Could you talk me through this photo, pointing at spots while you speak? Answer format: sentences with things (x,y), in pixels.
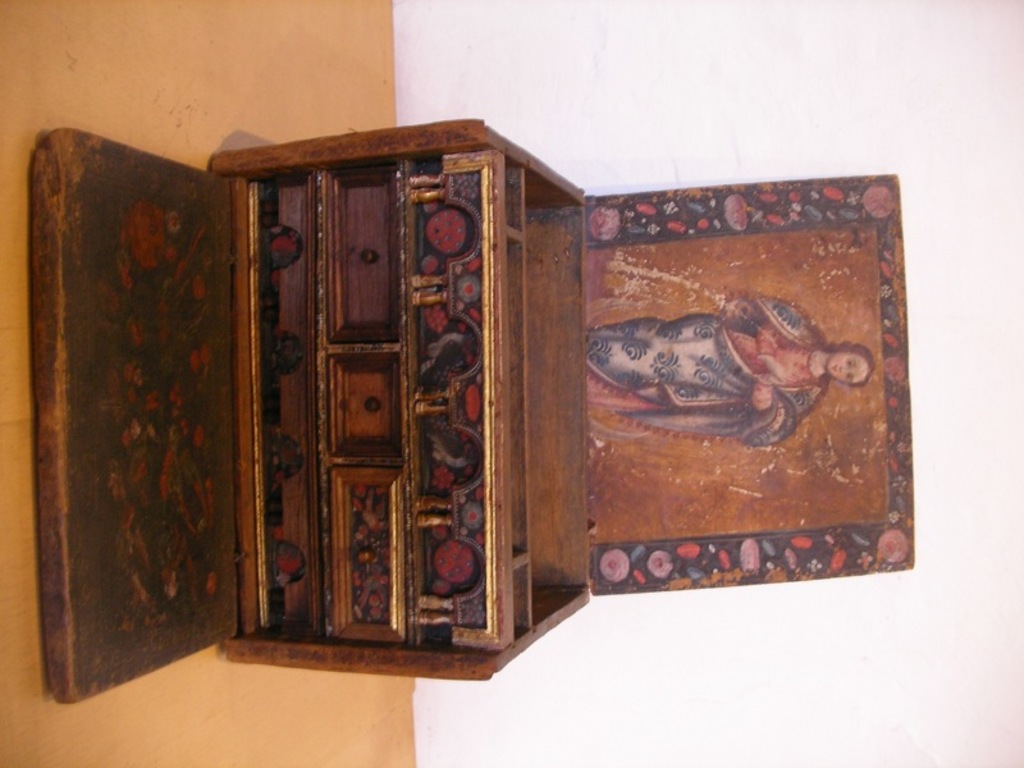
In the center of the image (424,348), we can see a box (426,370) with lid (640,311) opened and we can see a wooden plank (74,393). In the background (640,65), there is a wall (712,117) and at the bottom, there is floor (45,693).
